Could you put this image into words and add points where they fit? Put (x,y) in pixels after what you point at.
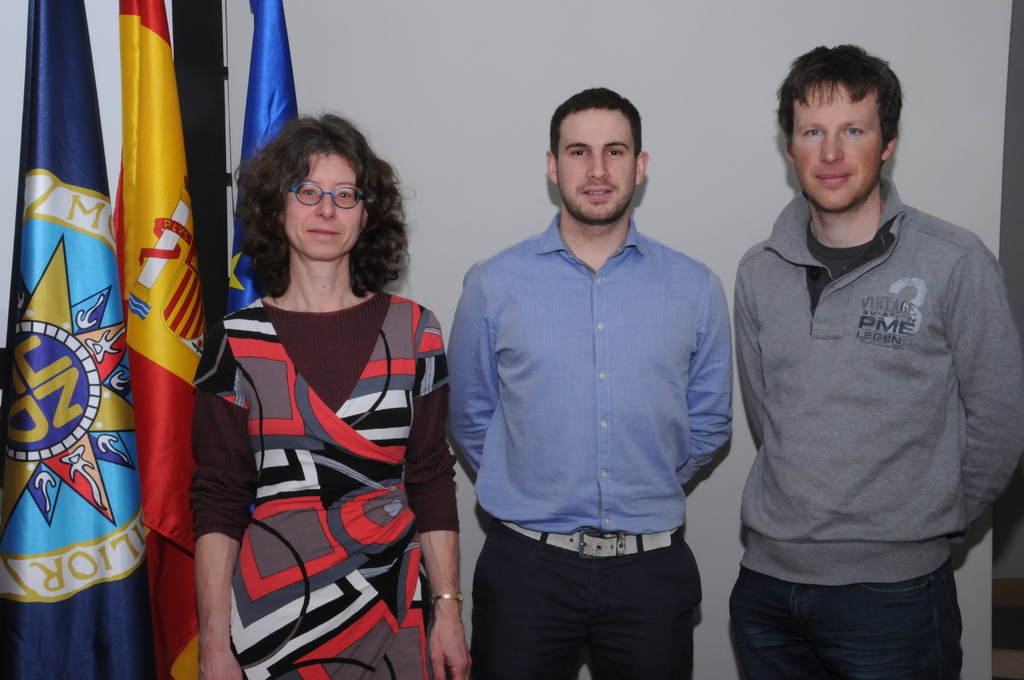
This image consists of 3 persons (799,470) in the middle (355,431). One is a woman (323,388), other two are men (483,481). There are flags (164,317) on the left side (96,372).
